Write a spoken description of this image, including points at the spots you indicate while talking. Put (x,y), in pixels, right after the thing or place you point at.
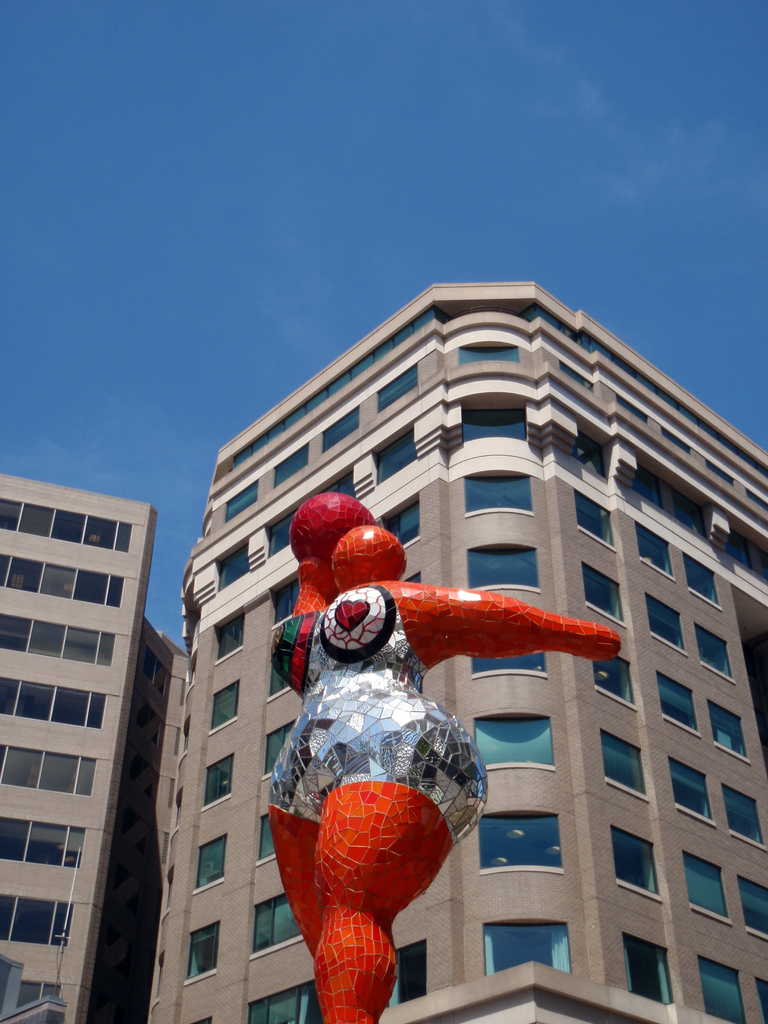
In the middle of the image (376,642), there is a statue (376,618) in orange and silver color combination, holding a red color object (338,541). In the background (60,591), there are buildings (378,405) having glass windows (685,788) and there are clouds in the blue sky (478,202).
